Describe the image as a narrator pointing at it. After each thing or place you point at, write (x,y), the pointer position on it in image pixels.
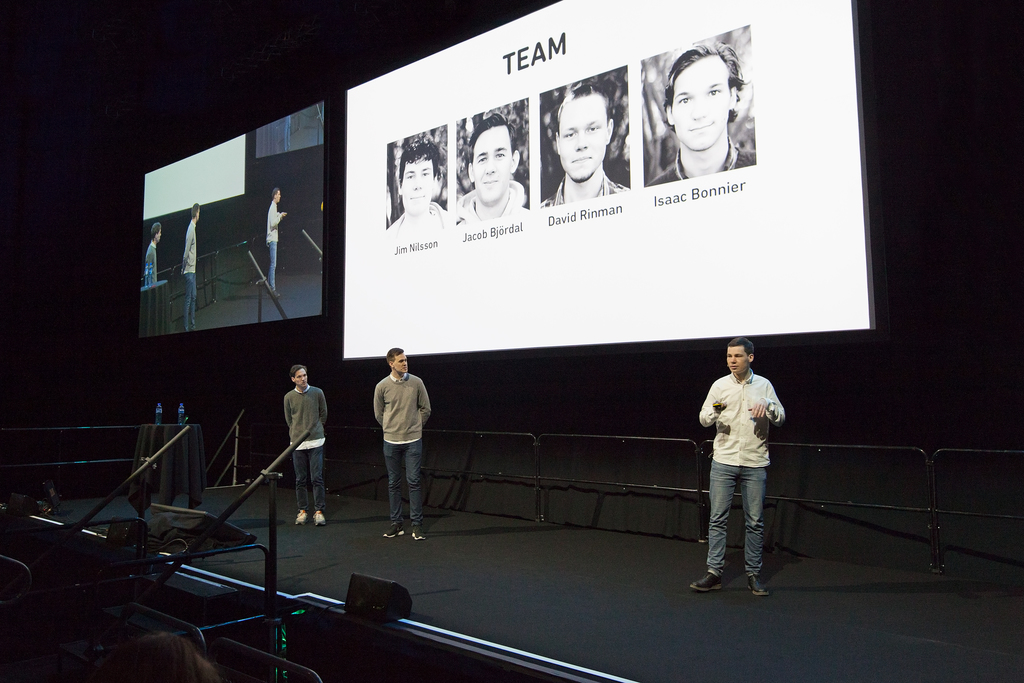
In the picture I can see some people (715,552) are standing on the stage (521,566), behind we can see two display screens (293,212).
